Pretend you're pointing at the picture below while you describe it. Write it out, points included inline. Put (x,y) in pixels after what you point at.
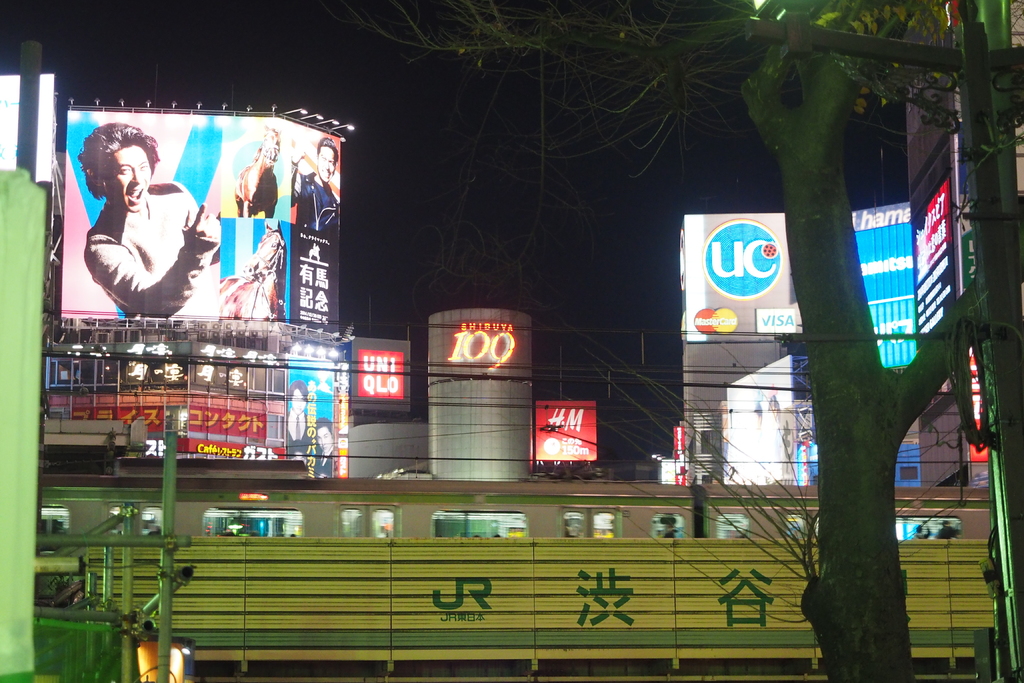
This image is clicked outside. There are buildings (456,430) in the middle (455,318). There is a tree (937,10) on the right side (932,364). There are lights (12,103) on the left side (166,371).
